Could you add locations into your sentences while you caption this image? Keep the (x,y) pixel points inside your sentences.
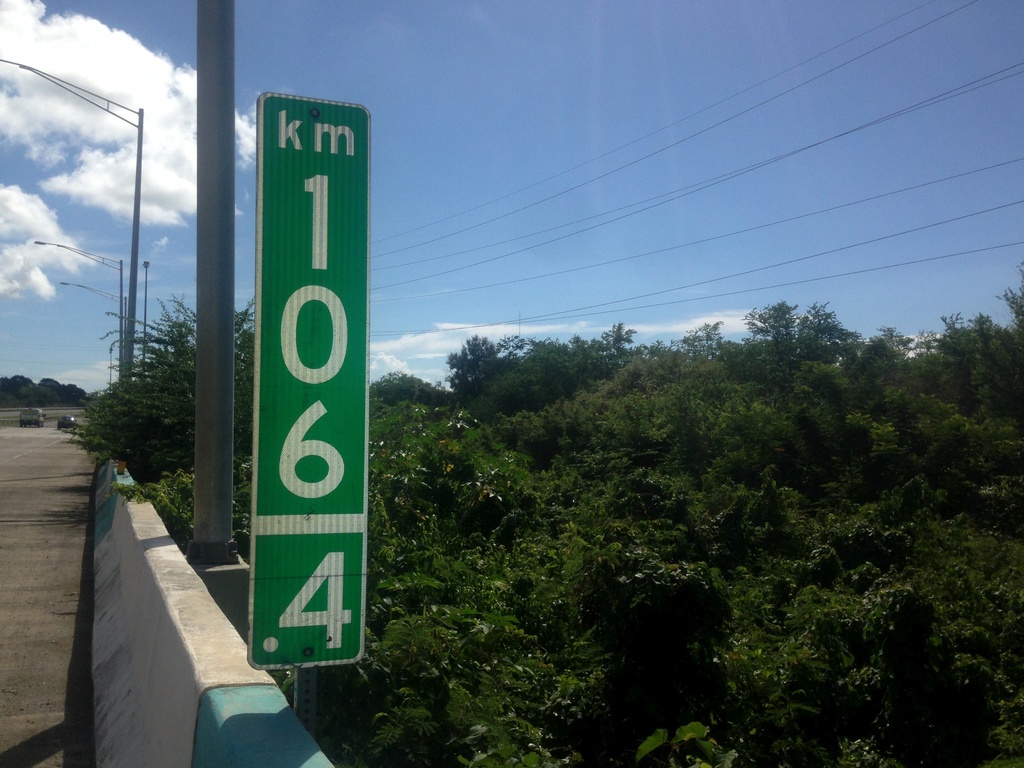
In this image, we can see a sign board (302,506), poles (308,684), trees (131,383), wall (125,612), road (64,507) and vehicles (30,416). Background (875,204) there is a sky (384,82) and wires (648,200).
